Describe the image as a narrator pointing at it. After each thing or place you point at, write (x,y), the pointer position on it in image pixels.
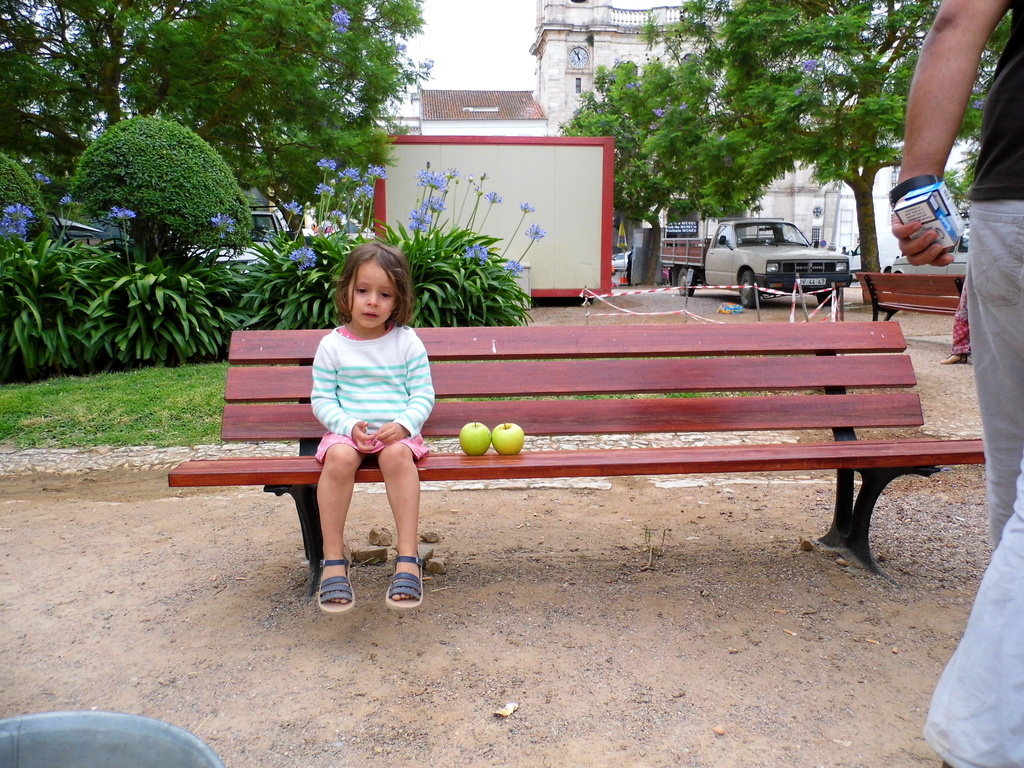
A girl (362,401) is sitting on a bench (693,449). On the bench (494,453) there are apples (498,432). In the back side (125,281) there are plants (298,234) with flowers (360,187), bushes (191,144), grass lawn (178,400), trees (219,83), vehicles (710,239) and some buildings (599,42). On the building (585,35) there is a clock (578,50). Also a person (985,317) is standing on the right side (1007,258).
